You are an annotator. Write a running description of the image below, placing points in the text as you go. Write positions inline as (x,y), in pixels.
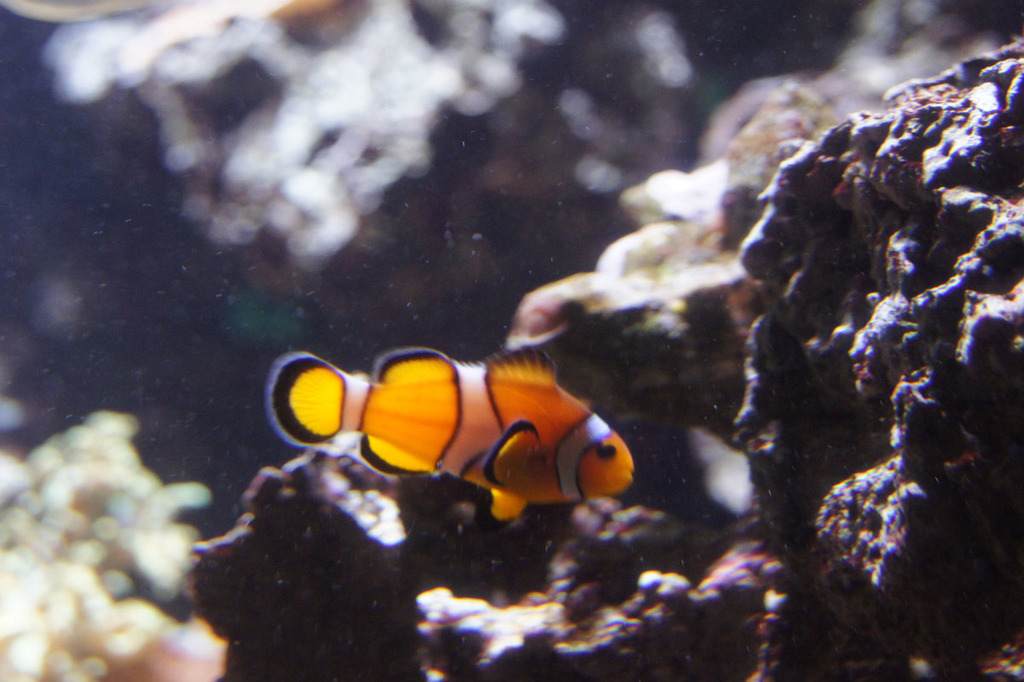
In this image I can see a fish (506,427) in yellow and black color. Back I can see few stones (676,185) and blurred background (672,68).
